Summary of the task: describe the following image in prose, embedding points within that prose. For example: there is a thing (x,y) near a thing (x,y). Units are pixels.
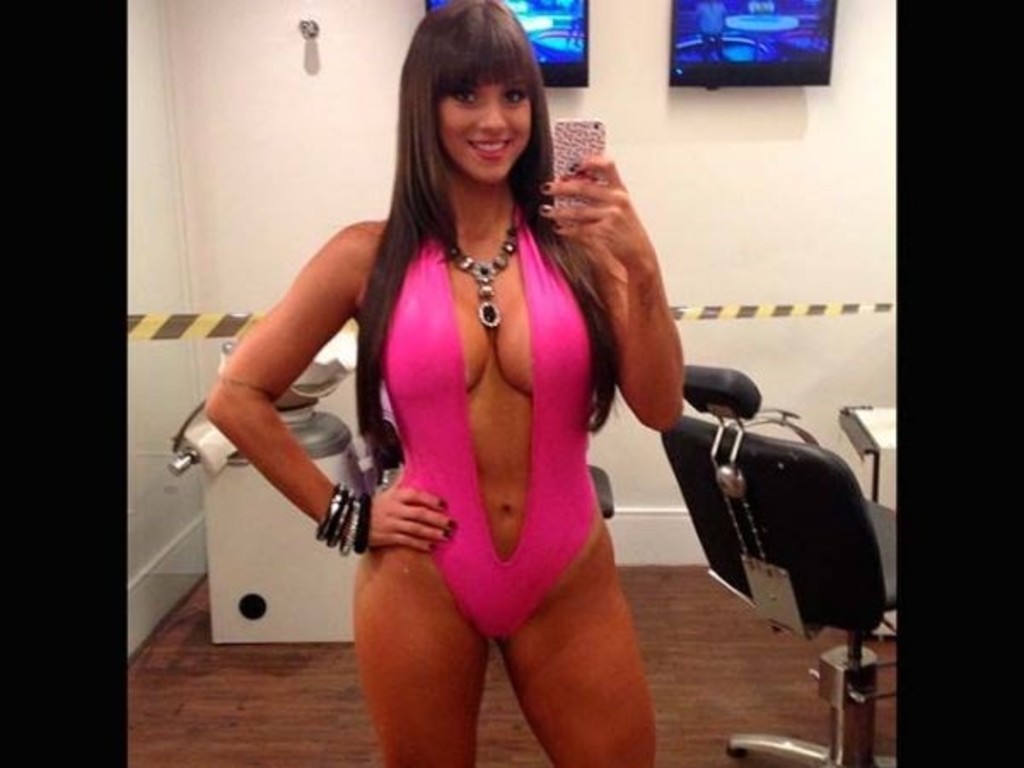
In this image there is a woman (428,239) who is wearing a pink color dress (445,476) and necklace (497,274). She is holding a mobile (575,144) in her hand (634,234). On the right (762,489) there is a chair (774,523). We can see a television (688,69) on a wall (731,195). On the left (273,553) there is a machine (249,555).
